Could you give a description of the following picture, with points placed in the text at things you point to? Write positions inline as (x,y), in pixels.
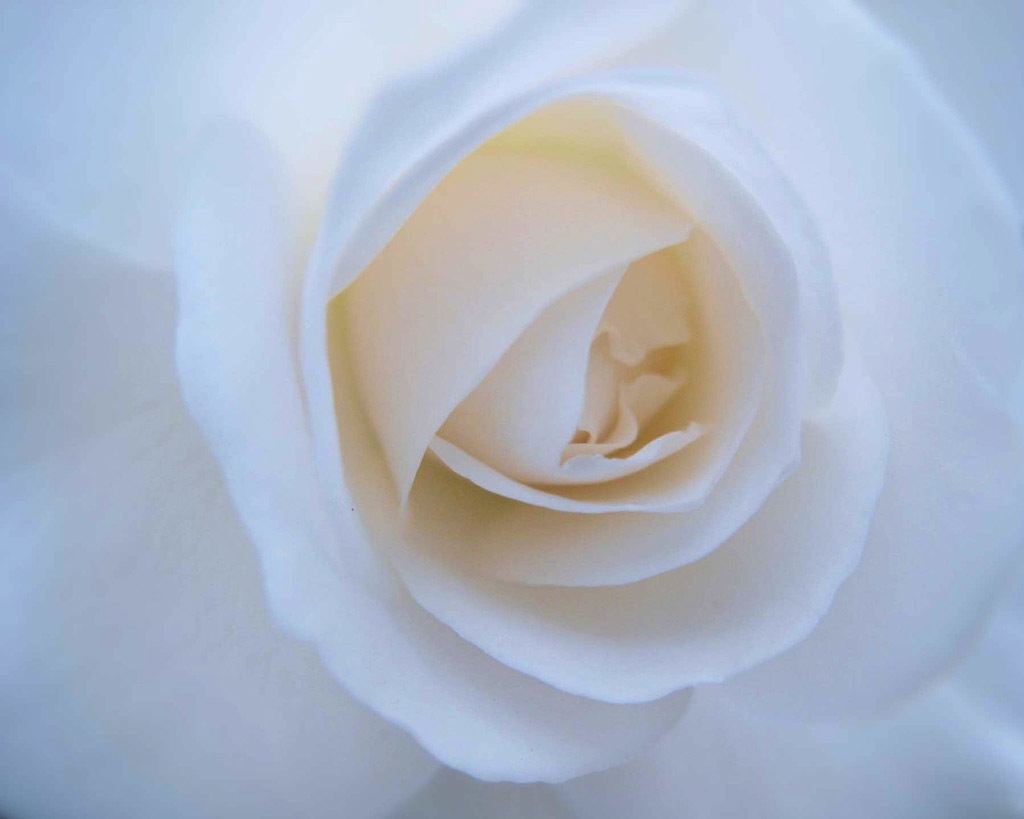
In this picture we can see a white flower (548,412).
